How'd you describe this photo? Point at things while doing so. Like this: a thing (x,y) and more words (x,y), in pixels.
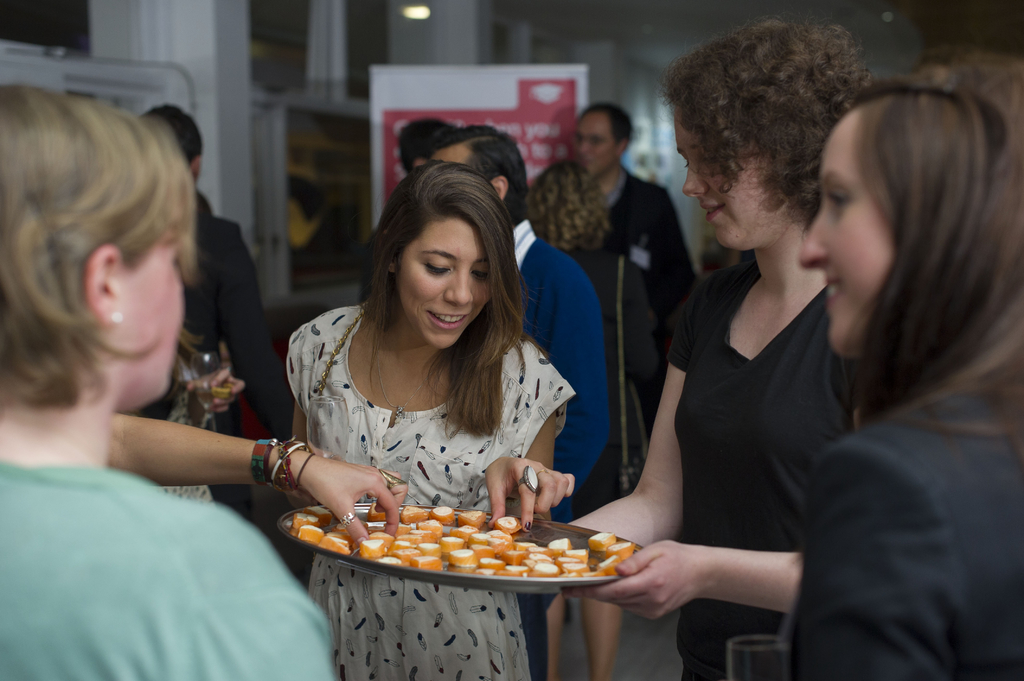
In the picture we can see some women (728,594) standing and holding a plate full of food items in it and behind them, we can see some people (547,308) are also standing, and behind them, we can see a banner (378,87) and behind it we can see a wall (364,101) with glass (338,186) in it.
